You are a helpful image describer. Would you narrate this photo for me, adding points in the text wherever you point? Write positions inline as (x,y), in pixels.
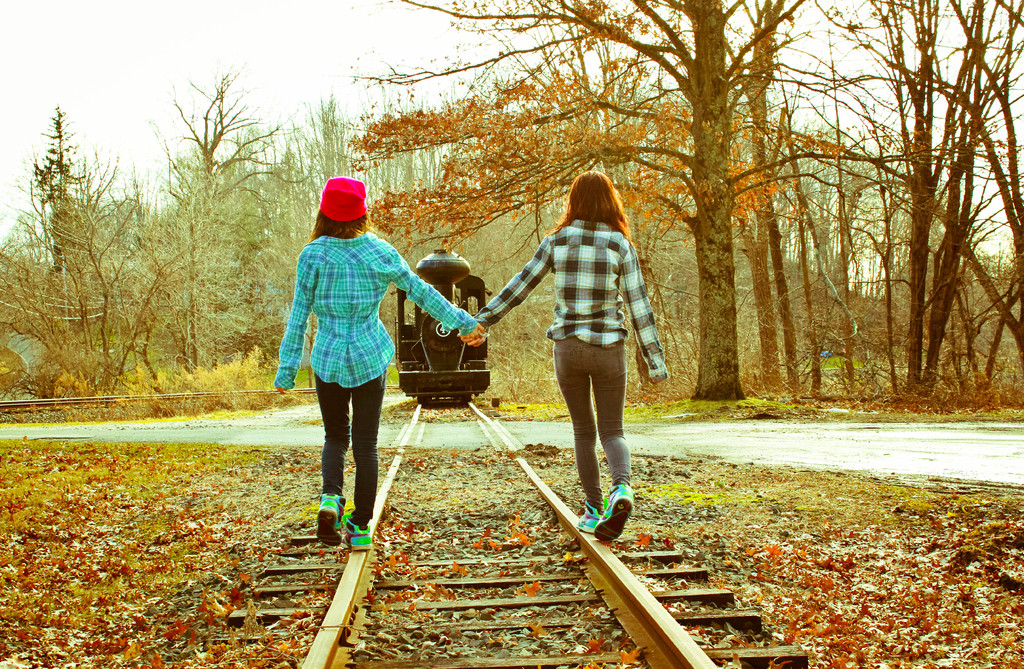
In this image there are two persons (624,346) standing on the railway track (480,487) in middle of this image (440,369) and there is a train (464,353) in middle of this image (455,336) and there are some trees (506,272) in the background (775,237). There is a railway track (530,520) as we can see in the bottom of this image (446,557) and there is a sky (316,66) on the top of this image (285,47).
